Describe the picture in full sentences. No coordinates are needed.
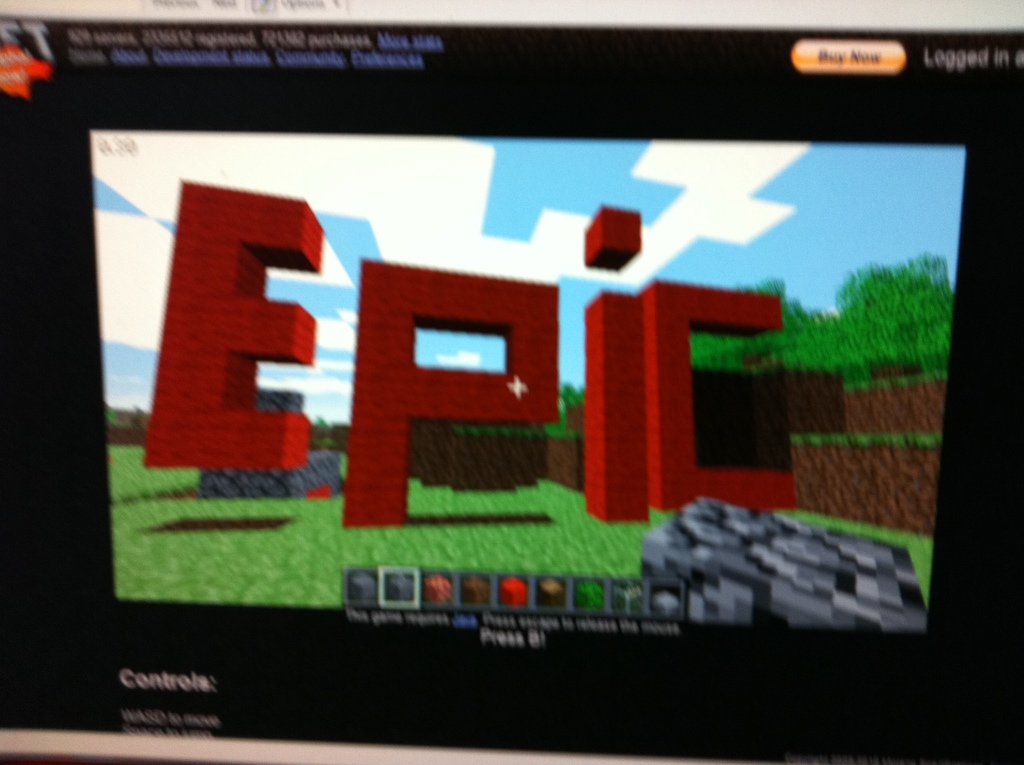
In this image I can see it looks like a video game.
